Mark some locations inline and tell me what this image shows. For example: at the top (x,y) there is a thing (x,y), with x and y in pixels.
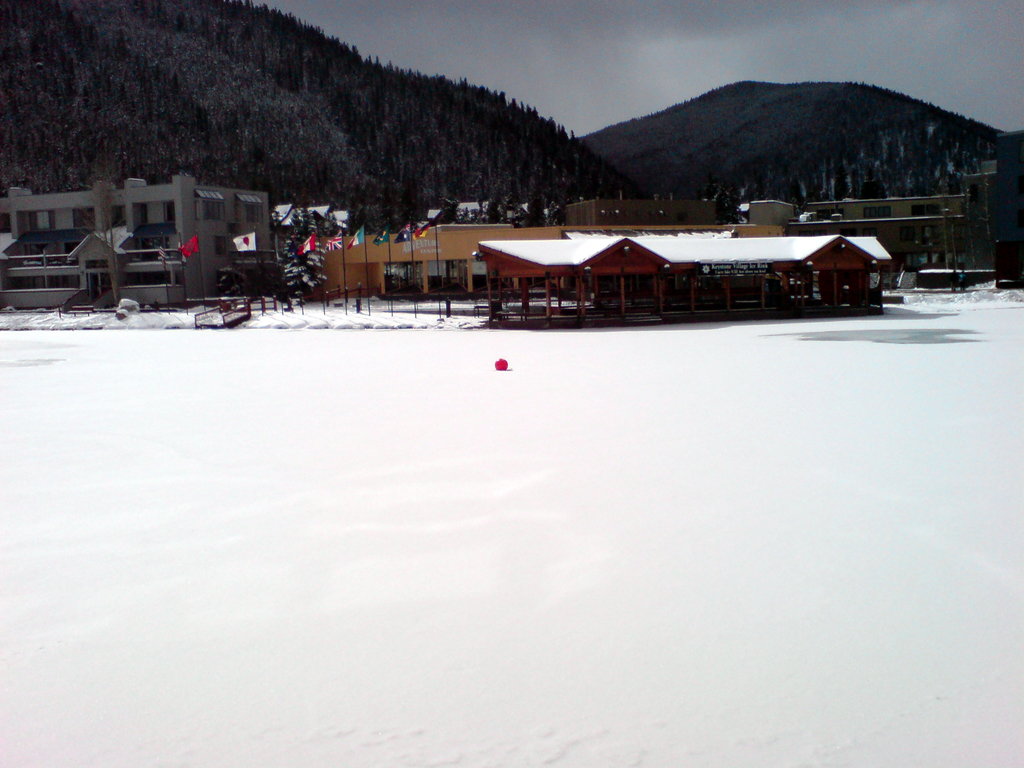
In this image I can see the snow (481,541). I can see the houses (661,261). I can see the flags (311,249). In the background (446,127), I can see the hills (389,148) covered with the trees (536,140) and the sky (627,53).
